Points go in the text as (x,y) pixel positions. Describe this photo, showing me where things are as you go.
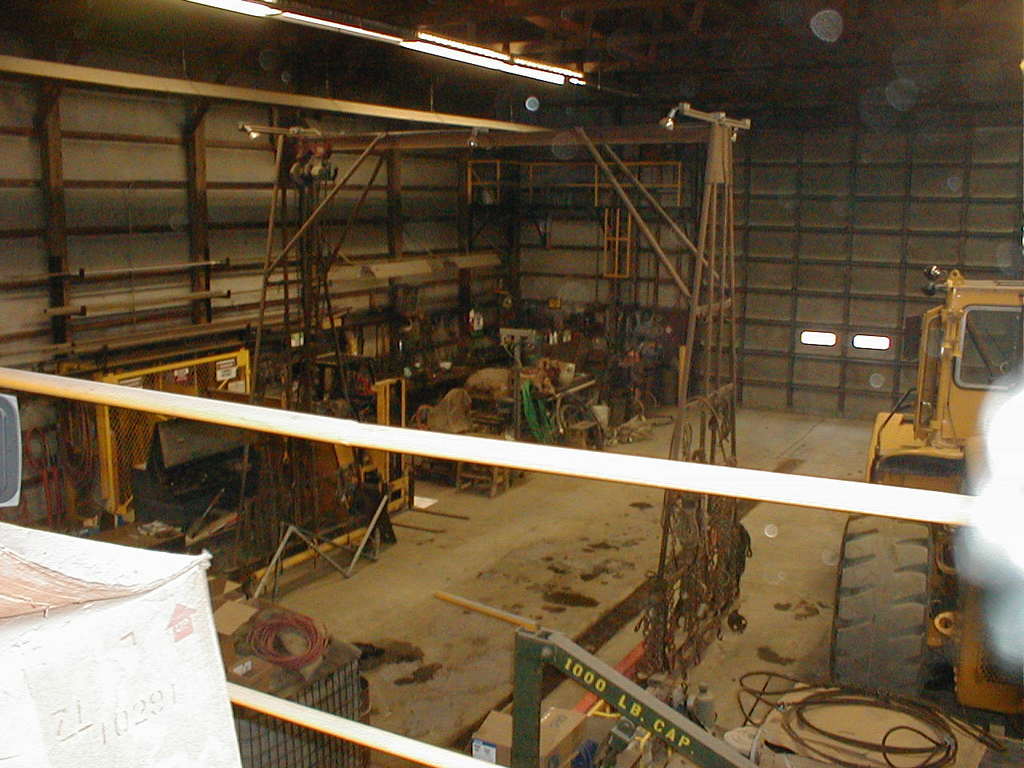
This image is taken inside a garage (527,271). There are metal rods (561,163). There are machines (520,341). At the top of the image (380,58) there is ceiling (424,9) with lights (431,39). To the right side of the image (1001,298) there is a vehicle (864,597).
